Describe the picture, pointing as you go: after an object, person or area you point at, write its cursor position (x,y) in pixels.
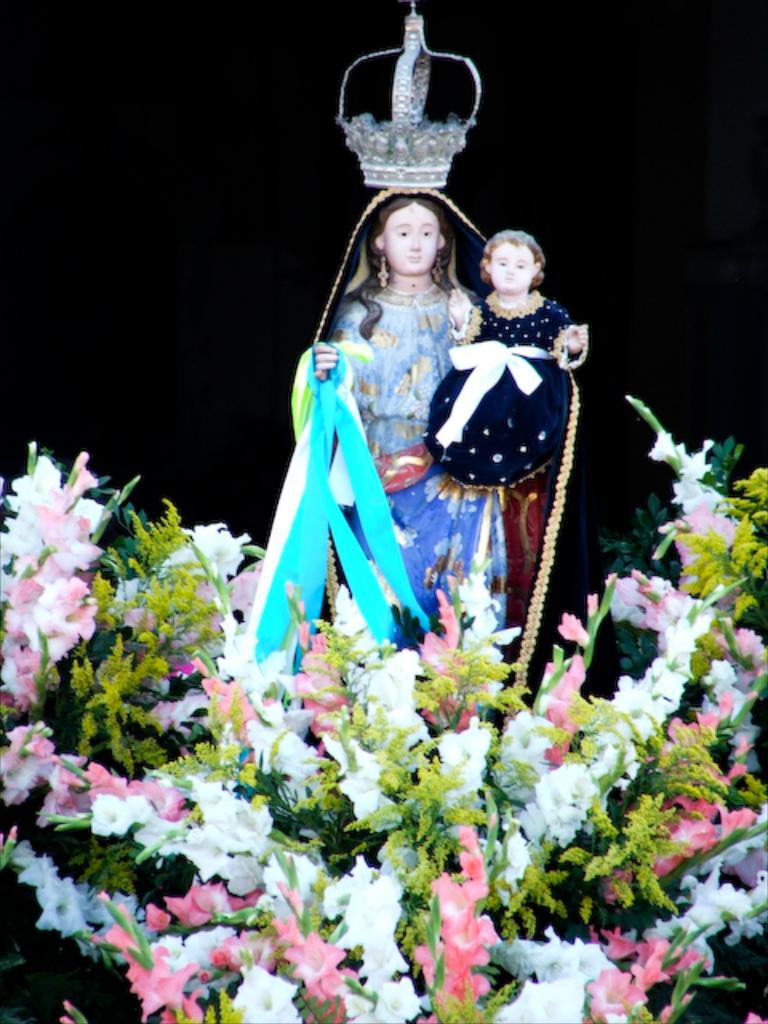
In this picture I can see flowers (301,639), there are dolls (481,379) of a woman (446,254) and a girl (516,280), and there is dark background (487,4).
